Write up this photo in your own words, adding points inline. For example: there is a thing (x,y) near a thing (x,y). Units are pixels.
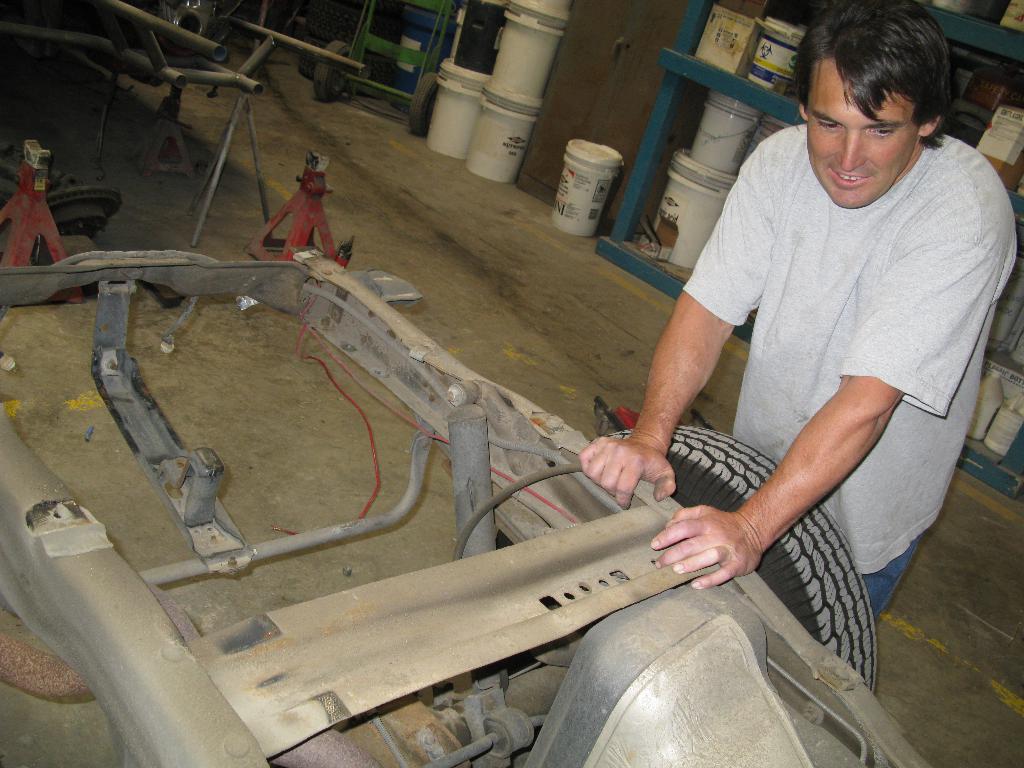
In this picture I can see a man (880,467) is standing in front of a vehicle (688,646). In the background (688,92) I can see buckets (605,150) in a shelf (612,253). The man (761,201) is wearing white color t shirt (748,241) and pant (882,571). I can also see metal rods (253,132) and some other objects (322,16) on the ground (537,245).
